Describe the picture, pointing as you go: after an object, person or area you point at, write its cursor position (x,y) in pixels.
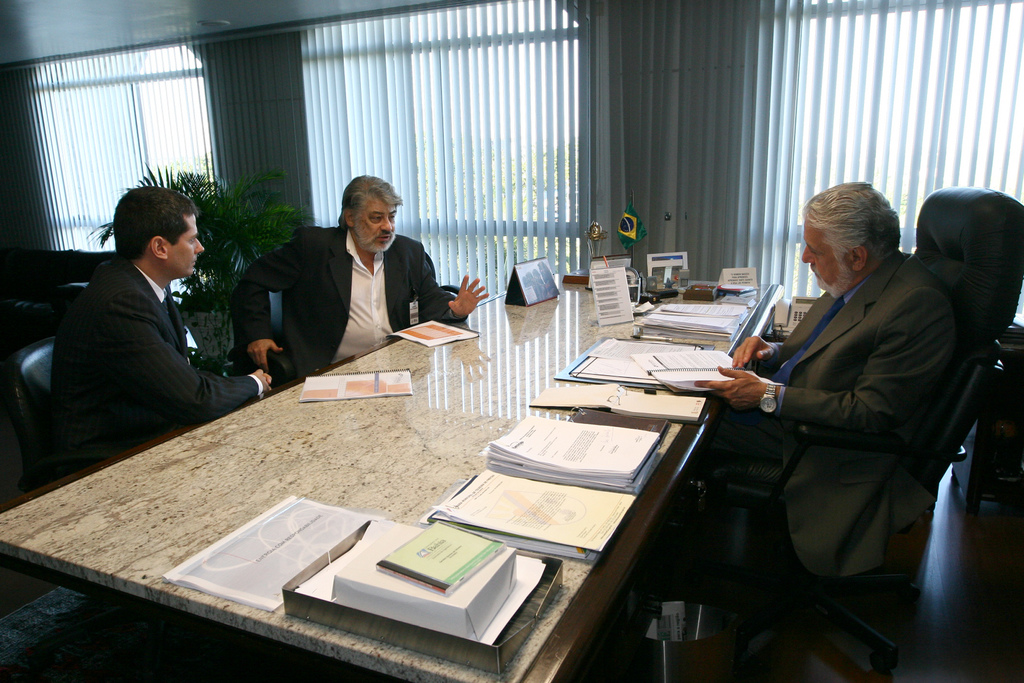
In this image there are three man (844,348) sitting on a chair (842,443) there are a few papers (623,349) on a table (576,304), at the back ground (240,223) there is a plant (238,237), a window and a wall (211,99).
